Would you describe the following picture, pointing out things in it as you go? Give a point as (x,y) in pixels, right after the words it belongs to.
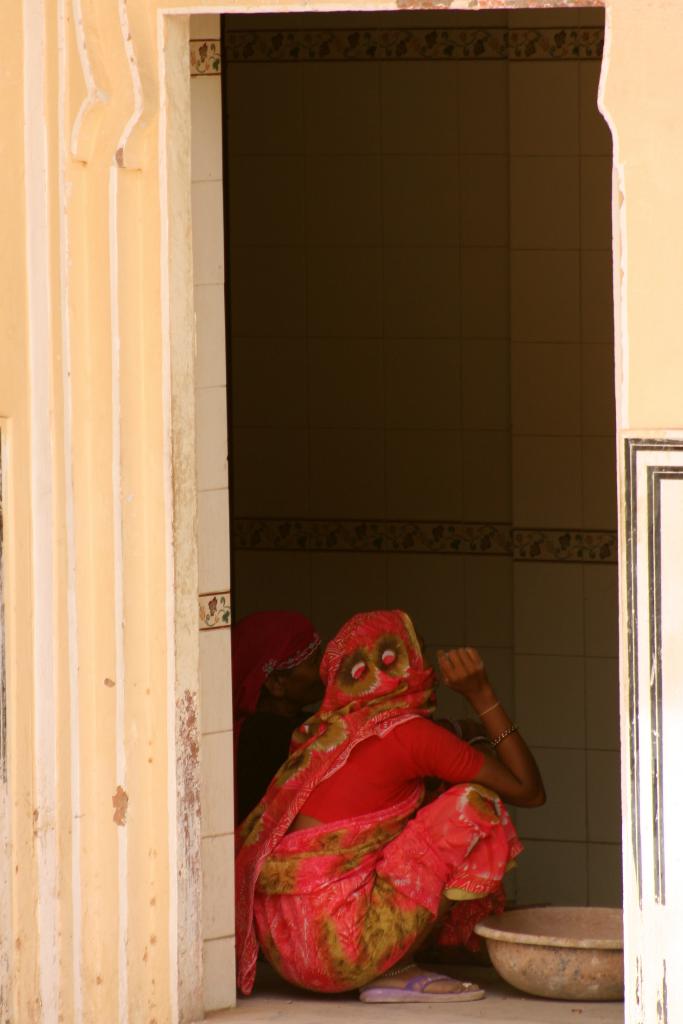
In the foreground of this image (485,904), there are women (336,841) squatting and in front them there is a plastic tub (585,960) like an object (527,952). On the other side, there is a wall (664,505). In the background (489,247), there is a tile wall (399,298).
